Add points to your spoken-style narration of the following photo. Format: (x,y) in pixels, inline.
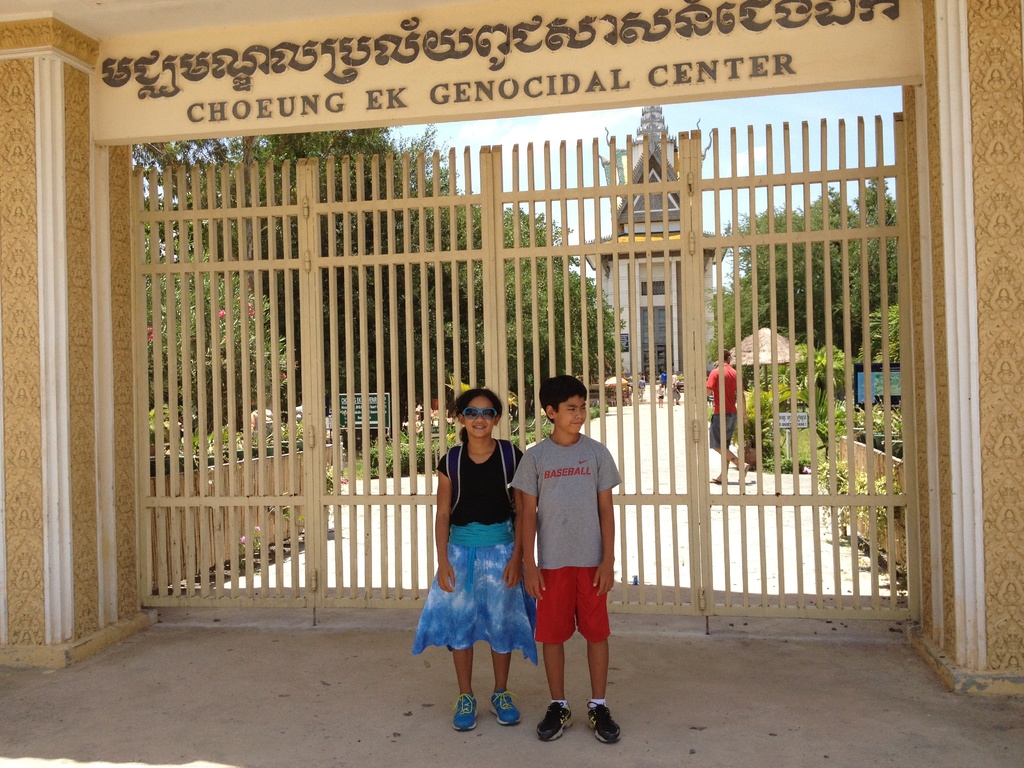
In this image I can see two people (581,515) standing in-front of the door (471,334). These people (446,561) are wearing the different color dresses (486,547). And I can see something is written on the arch (693,70). In the background (745,127) I can see few more people (637,391), trees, tower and the sky (589,167).
